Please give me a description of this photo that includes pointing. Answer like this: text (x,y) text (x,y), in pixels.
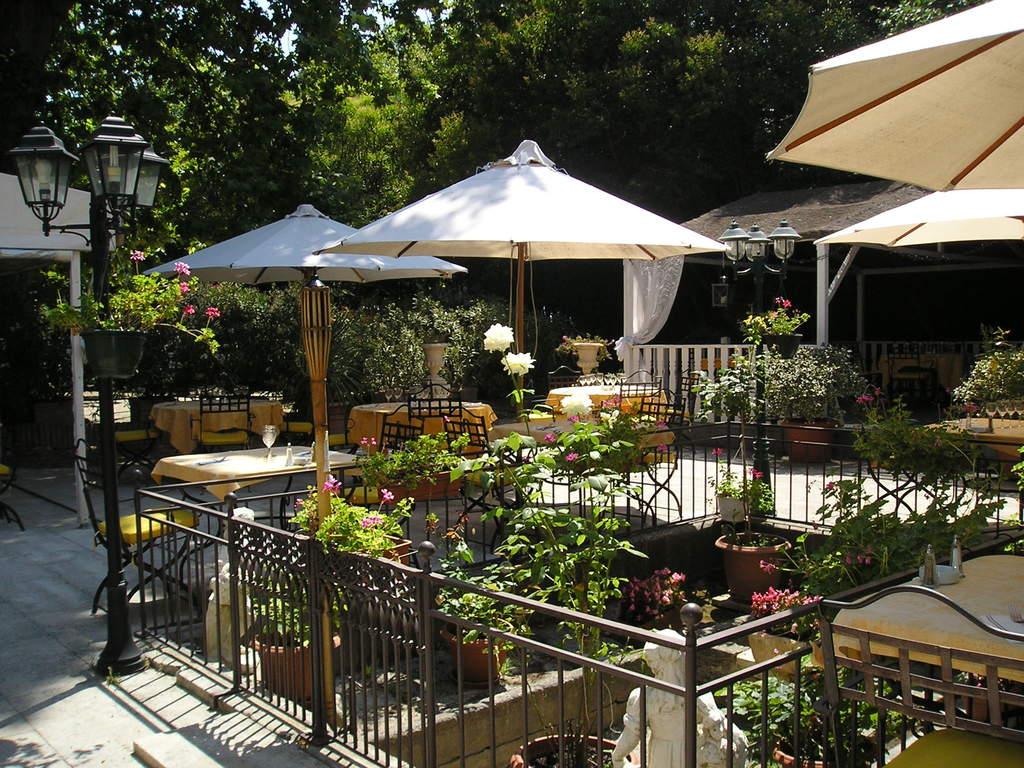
In the center of the image (445,315) we can see the poles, plants (729,388), fences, tables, chairs (337,439), outdoor umbrellas (903,161), one shed (1002,297), one tent (18,235), sculptures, plant pots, flowers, which are in different colors and a few other objects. On the table (356,424), we can see tablecloths (379,433), glasses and a few other objects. In the background (703,22) we can see the sky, trees (726,178), one curtain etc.
